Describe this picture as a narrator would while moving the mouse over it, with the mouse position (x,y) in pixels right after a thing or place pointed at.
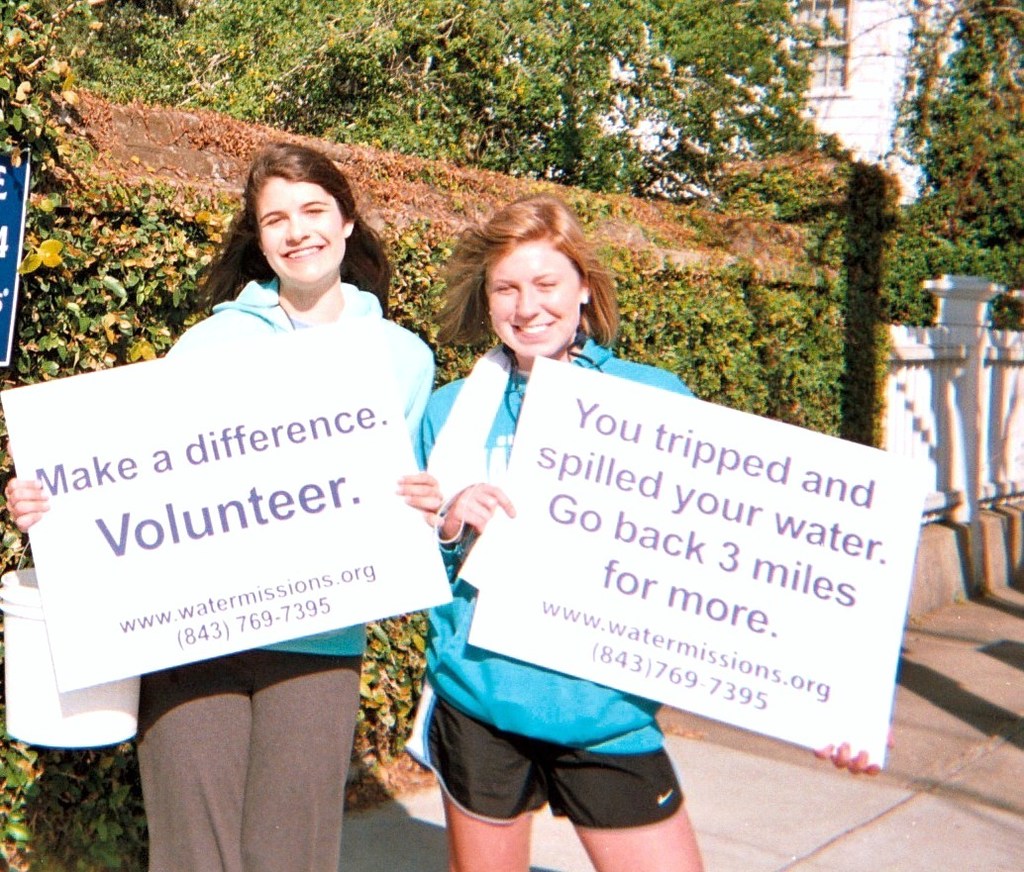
In this image we can see two ladies (271,329) holding boards (396,543) with some text (335,502). In the background of the image (481,158) there are trees (677,154). There is fencing (909,331). At the bottom of the image (855,843) there is road (847,824).
